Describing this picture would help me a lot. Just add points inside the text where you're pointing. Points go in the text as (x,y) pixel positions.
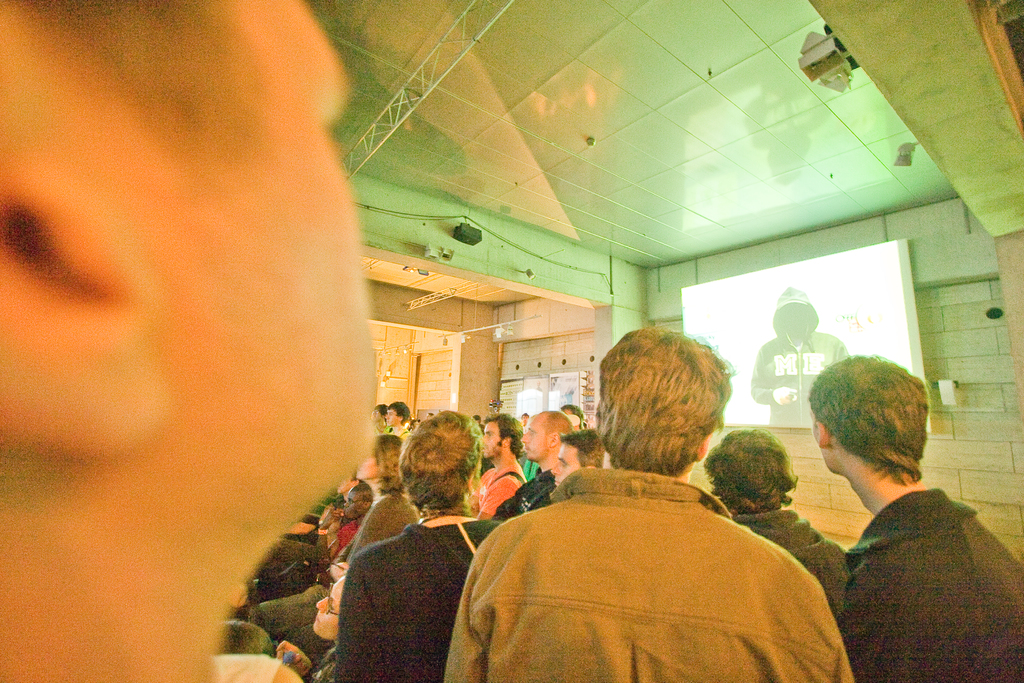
In this image we can see a group of people (687,547) standing. One person (651,539) is wearing a brown jacket (651,603). One woman (326,620) is wearing spectacles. In the background (803,312), we can see a screen (893,348), some lights (835,64), poles (450,292) and photo frames (561,398) on the wall (493,382).
